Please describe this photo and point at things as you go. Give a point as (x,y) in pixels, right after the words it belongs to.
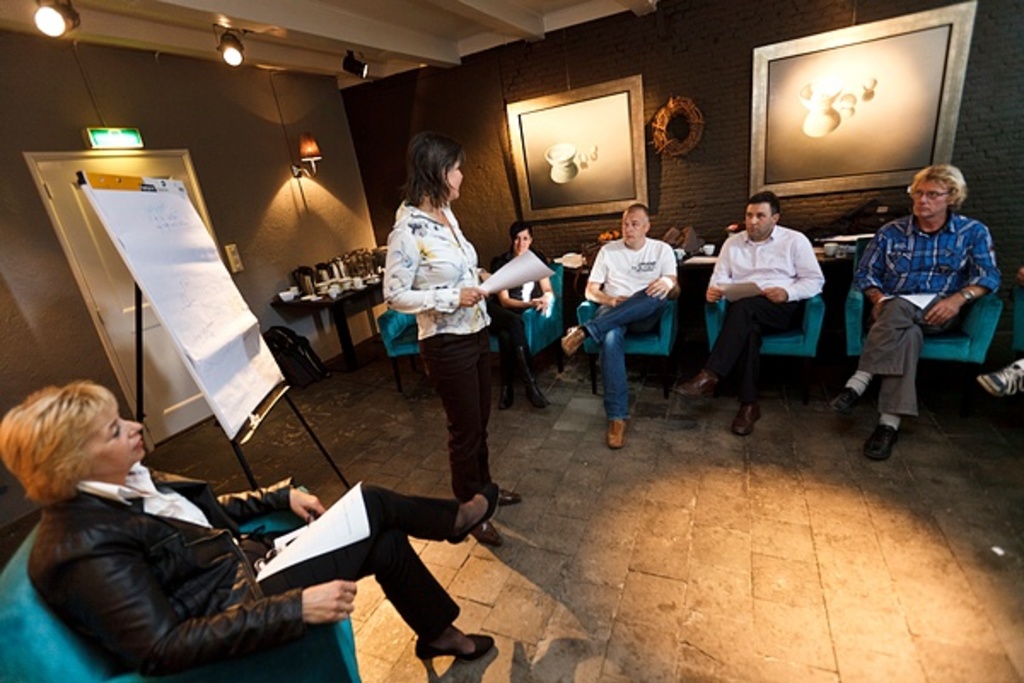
In the foreground of this picture (240,559), there is a woman (202,579) in black dress (219,599) sitting on a sofa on the left bottom corner (286,591) and also there are few persons (616,338) sitting on the sofa (638,337) and a woman (457,350) standing in the center (446,297) by holding a paper (506,266) in her hand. In the background (120,179), there is a wallboard (141,203), jars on the table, lights (240,46), frames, a door (133,165) and the ceiling (375,21).
